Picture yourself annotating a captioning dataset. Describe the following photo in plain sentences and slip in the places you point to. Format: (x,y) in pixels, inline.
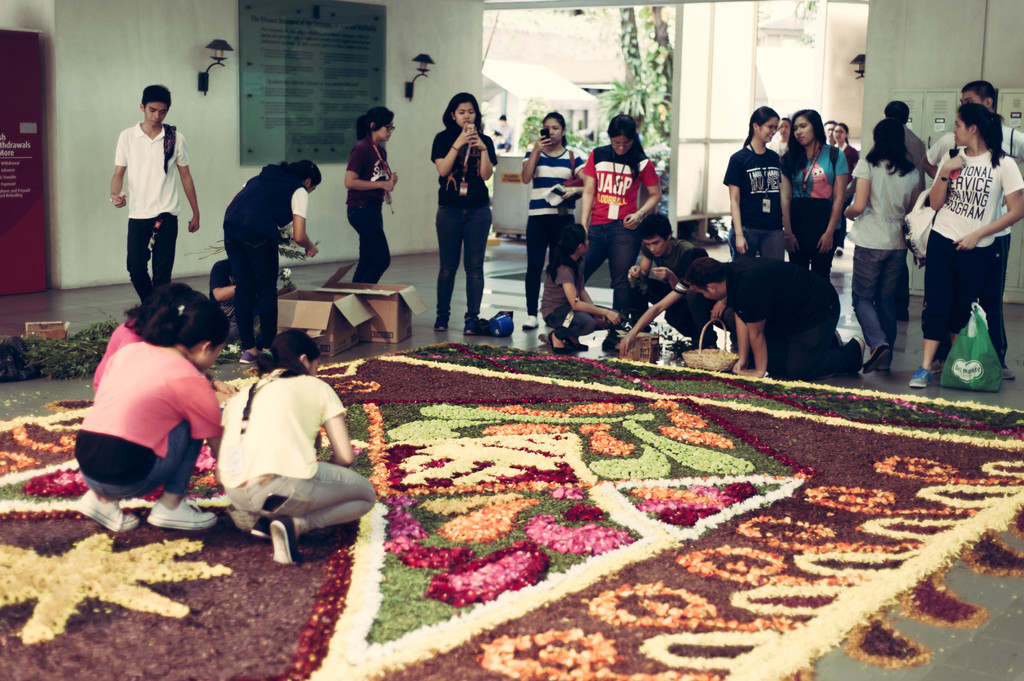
In the image we can see there are people (262,444) sitting on the ground (528,501) and they are decorating ground (606,457) with flower petals (696,509). There are cardboard boxes (324,306) and baskets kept on the ground (917,481). There are people (953,314) standing and there are few people (535,225) holding mobile phones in their hand (474,141). Behind there are lamps (424,52) on the wall (418,79) and there is a banner (308,117) pasted on the wall (449,72). There are trees (631,100) and building (591,119) at the back (591,119).
